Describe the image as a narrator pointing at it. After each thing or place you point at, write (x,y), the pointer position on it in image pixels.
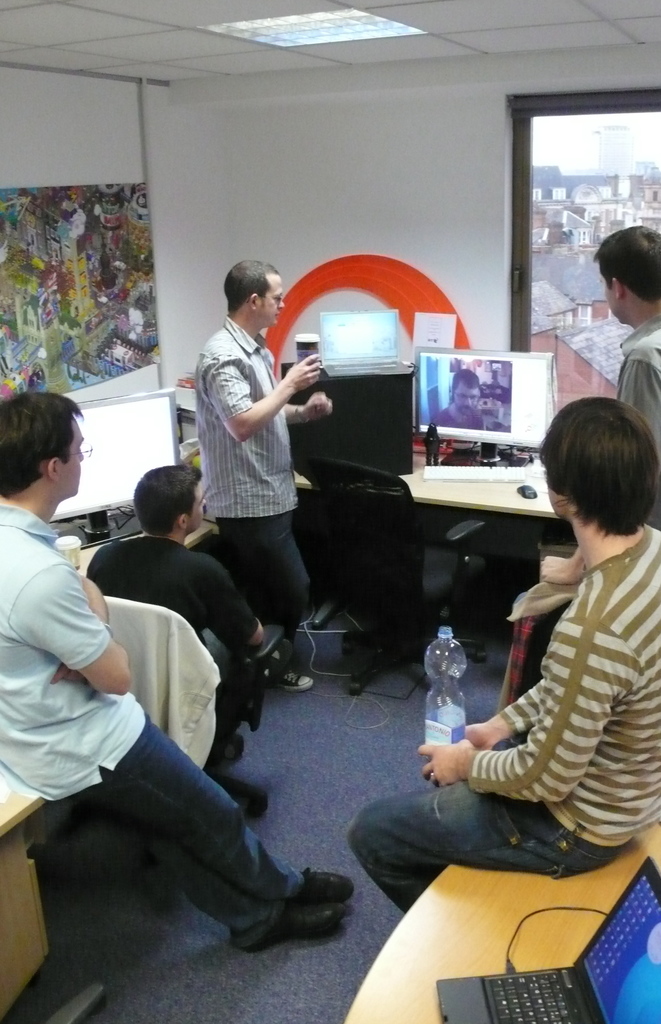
In this image we can see few persons (291,641) and a person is sitting on a chair (271,636) and a person (578,848) is sitting on a table (650,847) and we can see laptop (527,1002) on a table (432,980). In the background (233,383) we can see a man (238,393) is standing and holding a cup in his hand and there are monitors (98,483), keyboard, mouse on the tables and we can see window (578,220). Through the window glass (560,246) we can see buildings (556,281) and sky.
